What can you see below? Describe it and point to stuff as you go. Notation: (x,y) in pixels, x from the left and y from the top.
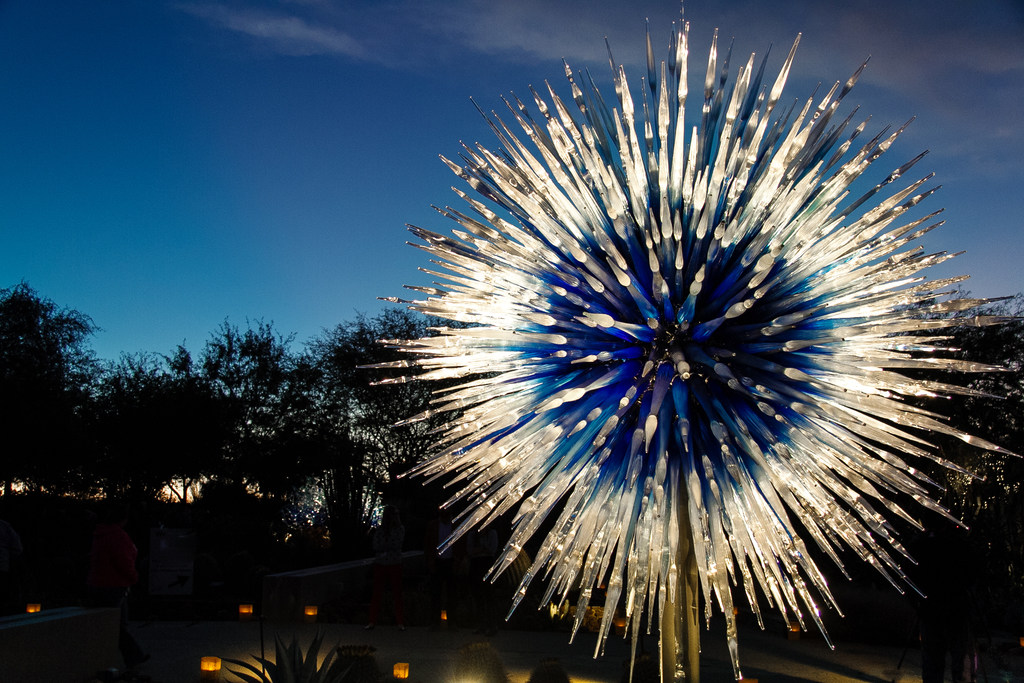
In this picture I can see few trees (37,310) and a plant (257,657) and I can see few lights (210,668) and a blue cloudy sky (304,135).
